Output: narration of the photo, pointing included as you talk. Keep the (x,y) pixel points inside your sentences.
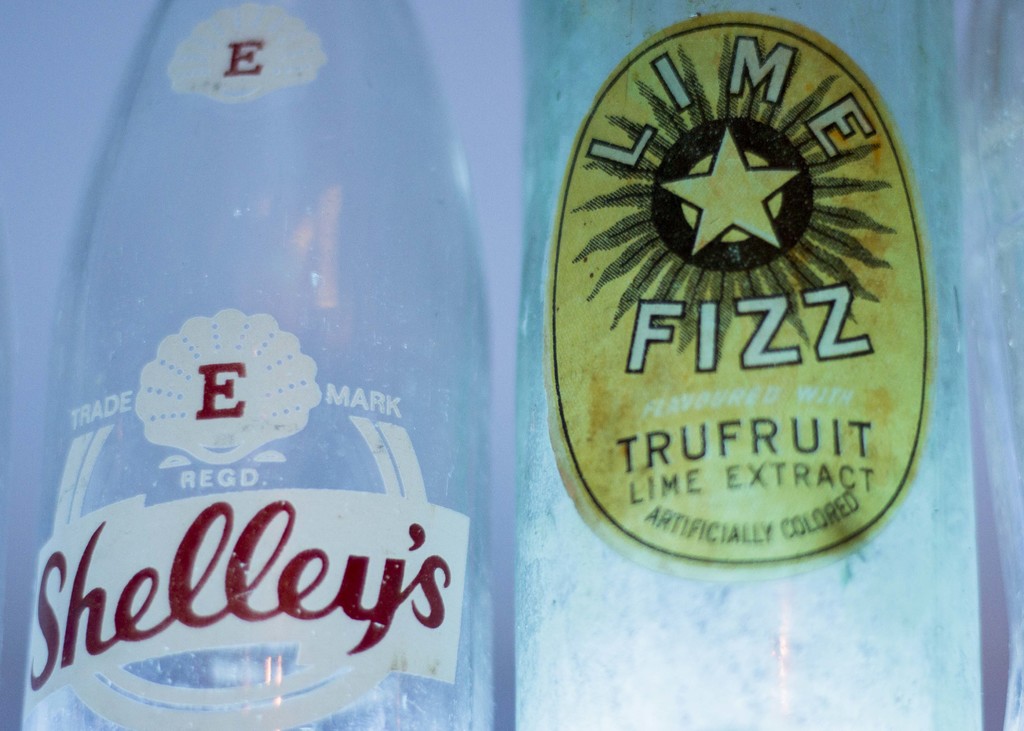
In this image, we can see 2 bottles (517,501). On top of it, we can see a stickers (578,443).
